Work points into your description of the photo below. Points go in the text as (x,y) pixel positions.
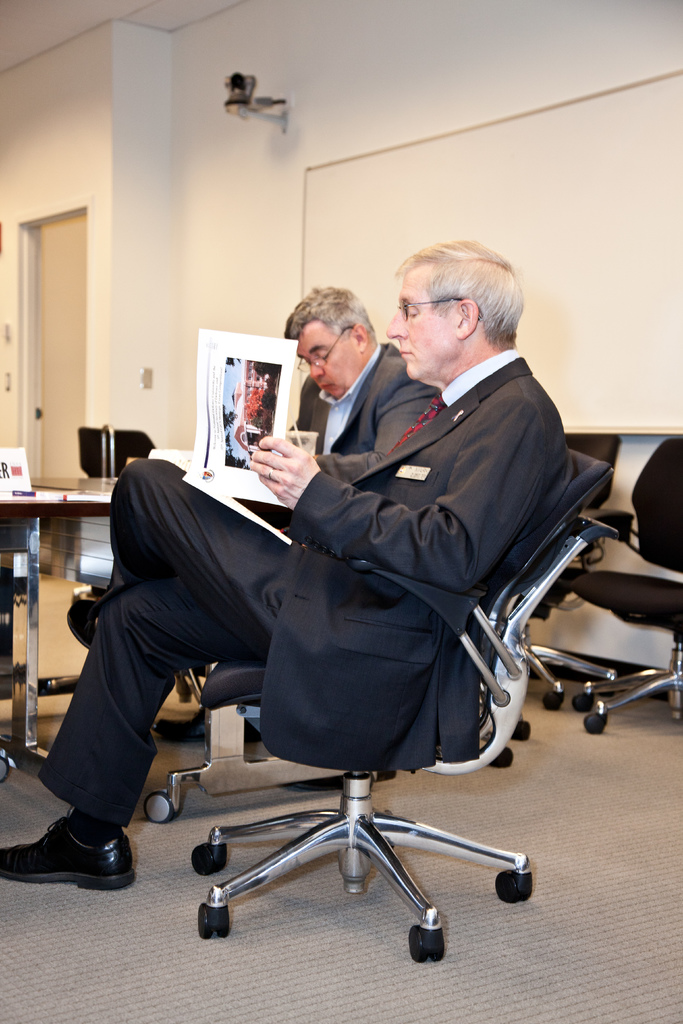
This picture is clicked inside the room (122,248) and we can see a person (450,394) wearing suit (399,501), sitting on the chair (297,826) and holding a book (263,406) and looking in to the book (234,472). In the background (612,484) we can see the chairs (646,483), wall (601,60), white color board (429,185) and a table (23,504) on the top of which some items (7,480) are placed and we can see a door (75,347) and another person (348,398) wearing suit (351,413) and sitting on the chair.
